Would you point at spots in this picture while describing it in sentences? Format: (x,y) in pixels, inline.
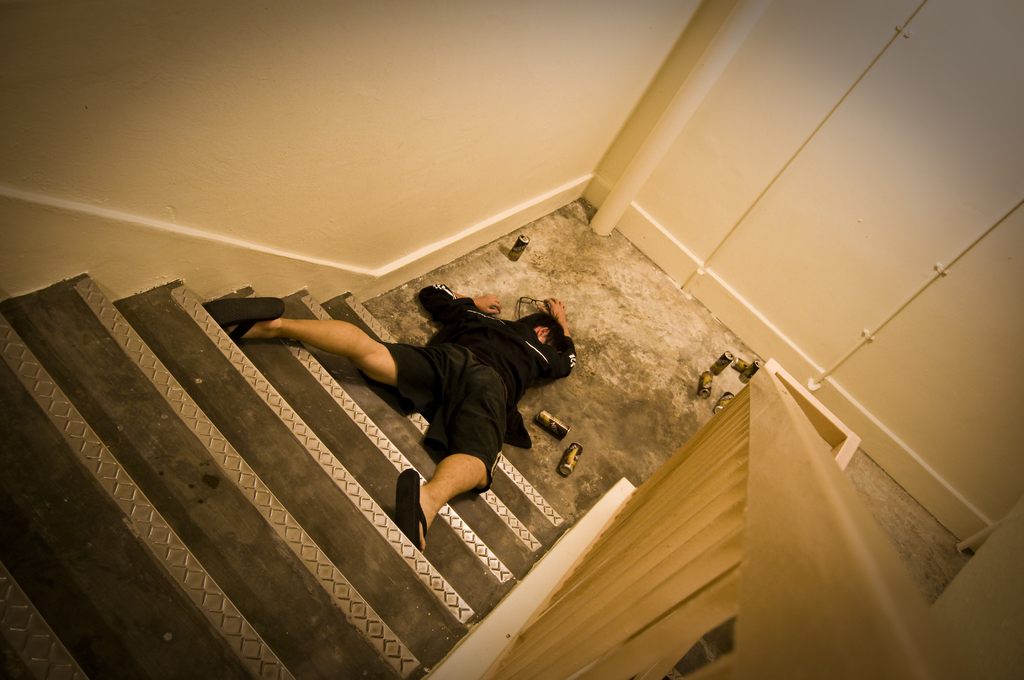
In this image I can see a person (454,420) sleeping on the stairs (158,444). The person (483,438) is wearing black color dress (481,340), in front I can see few tins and background (830,142) the wall (741,149) is in cream color.
